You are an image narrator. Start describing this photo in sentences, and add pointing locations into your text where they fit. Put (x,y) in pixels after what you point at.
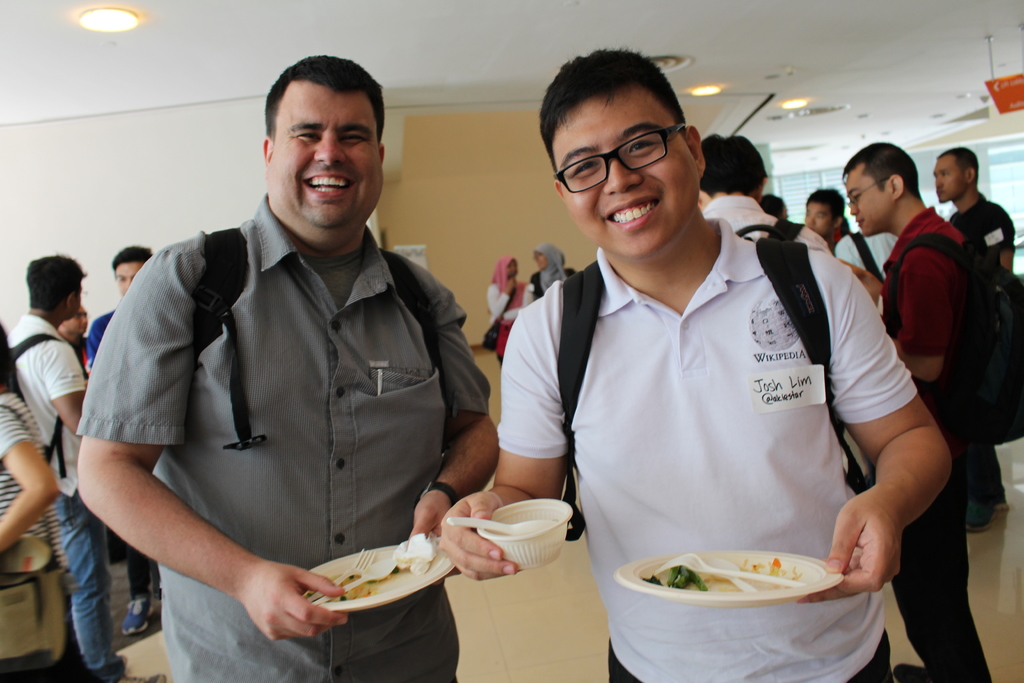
This image is taken indoors. At the top of the image (140,72) there is a ceiling (825,101) with lights (796,104). In the background (435,204) there is a wall (570,224) with a few windows (993,186) and window blinds (801,182). At the bottom of the image (531,641) there is a floor (536,648). In the middle of the image (664,409) two men (356,420) are standing on the floor (467,652) and they are holding two plates (690,601) and a bowl (543,539) with spoons (503,528) and forks (339,580) in their hands (313,571). Many people (55,404) are standing on the floor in the background (921,276).
